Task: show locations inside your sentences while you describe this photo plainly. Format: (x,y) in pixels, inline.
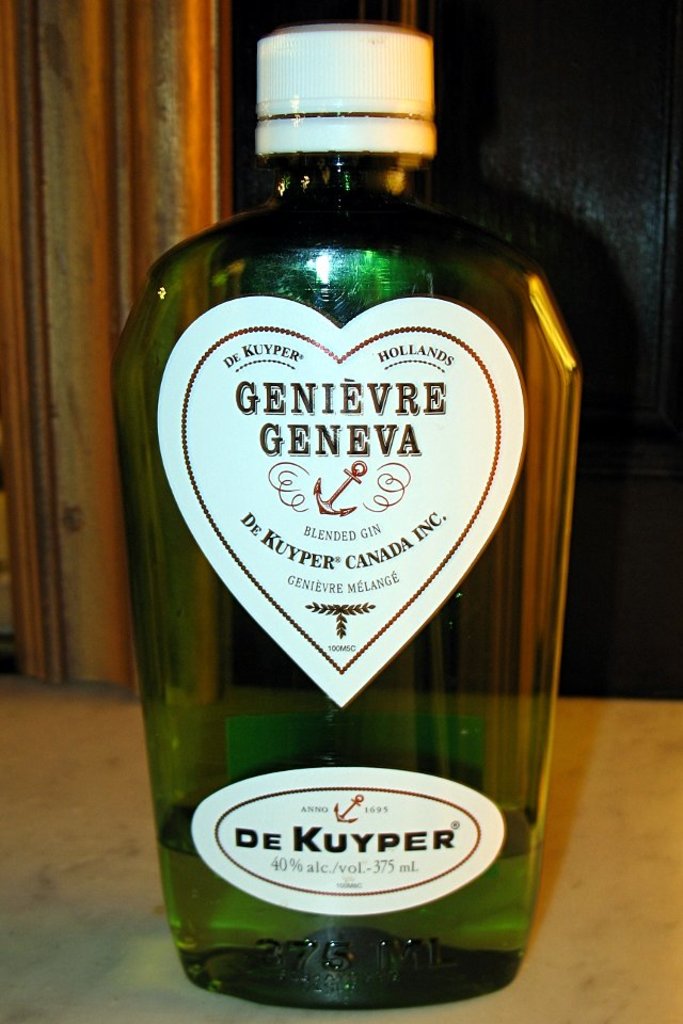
In this image i can see a bottle (379,546) on the table (604,865).
